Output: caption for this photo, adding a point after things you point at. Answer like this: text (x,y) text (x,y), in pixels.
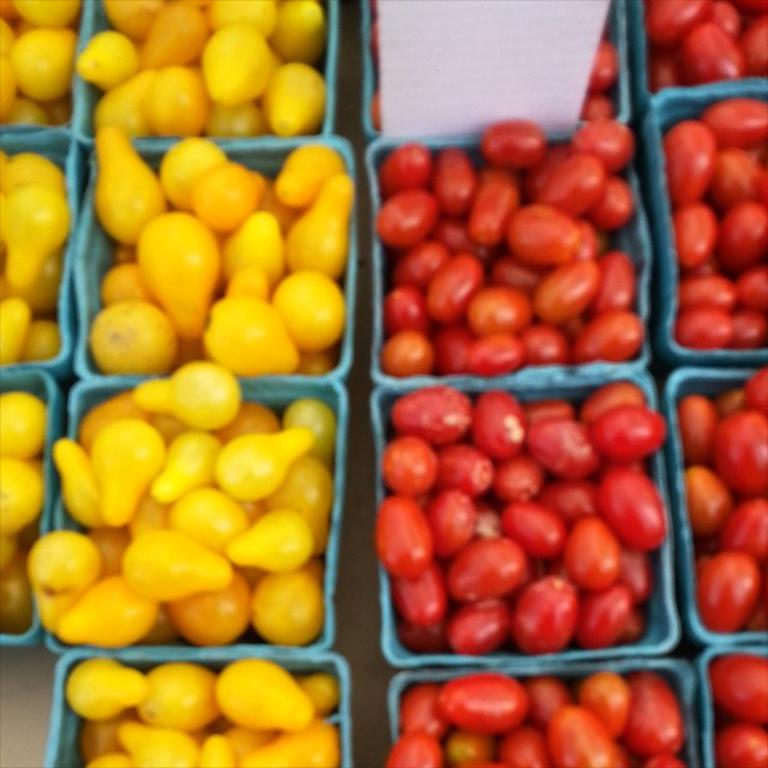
In this image we can see different types of fruits (264,350) arranged in the baskets (530,393).
